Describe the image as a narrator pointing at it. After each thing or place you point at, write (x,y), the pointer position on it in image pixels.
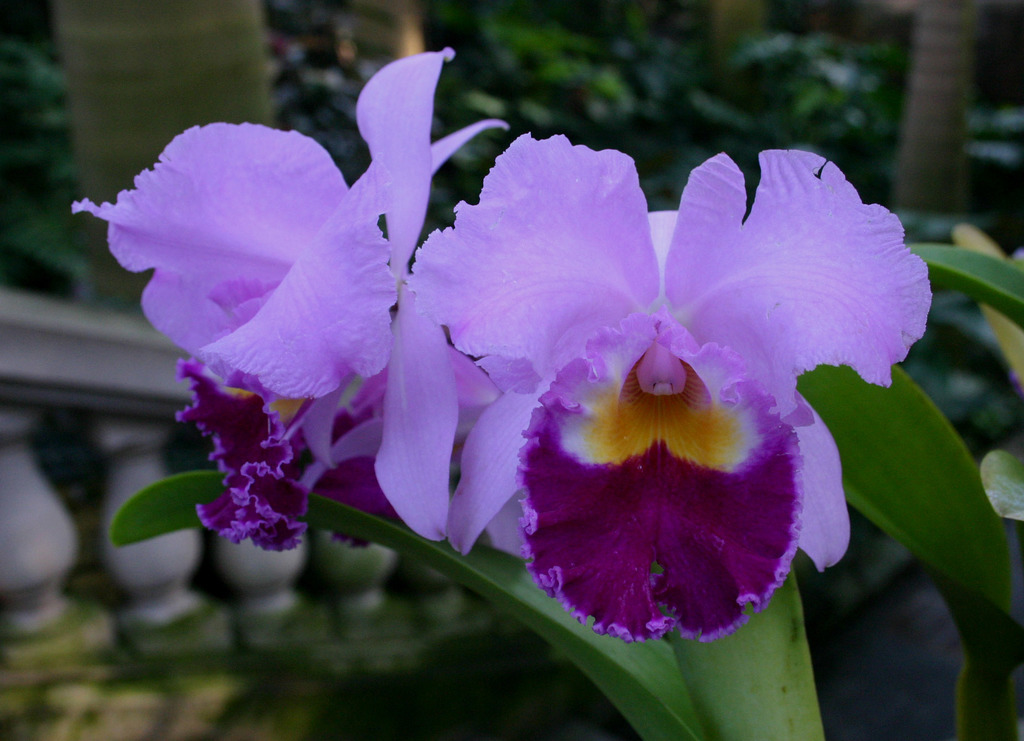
In this picture we can see flowers (561,324) and in the background (252,88) we can see a fence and trees (885,180).
